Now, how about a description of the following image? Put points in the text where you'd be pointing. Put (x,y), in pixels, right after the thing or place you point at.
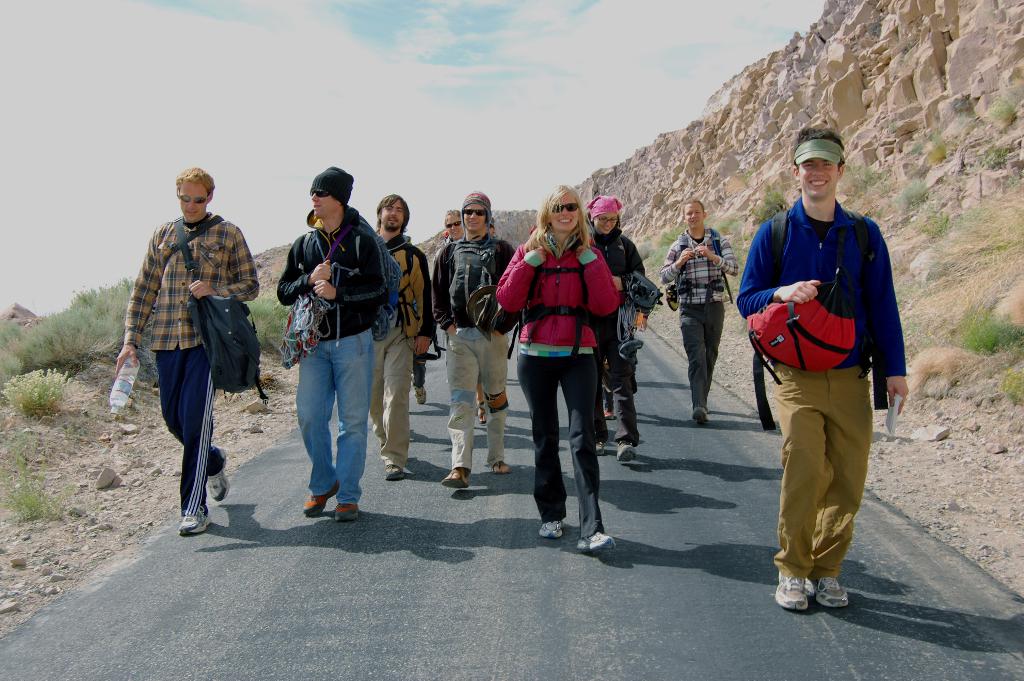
In this image we can see some people (469,358) wearing bags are walking on the road (264,567). On the left side (245,259) we can see a person (181,217) holding a bottle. On the backside (875,167) we can see some mountains (696,187), grass (981,322), plants (271,318) and the sky (343,90) which looks cloudy.
